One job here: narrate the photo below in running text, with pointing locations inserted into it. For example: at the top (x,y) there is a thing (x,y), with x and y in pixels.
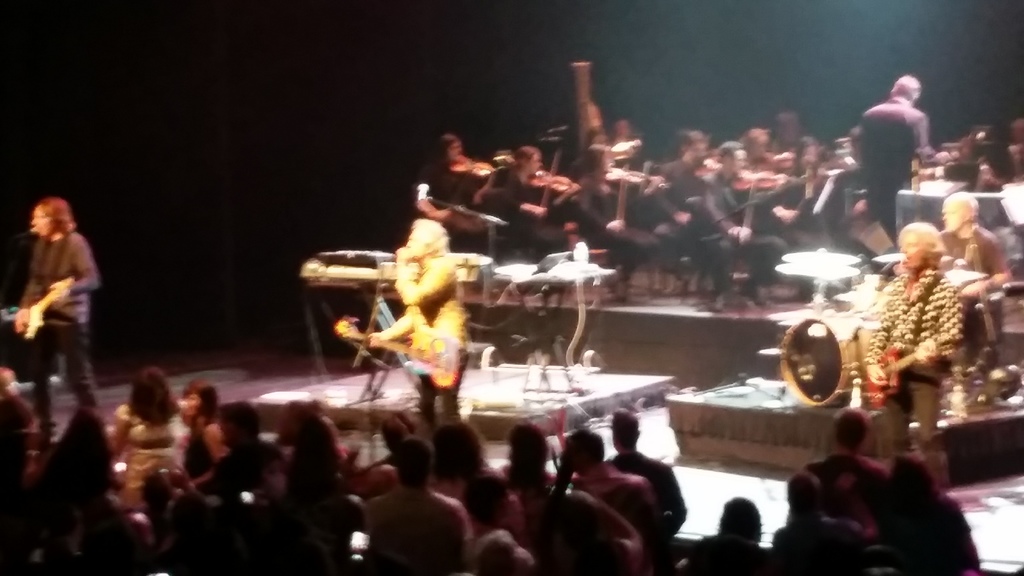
In the center of the image (452,298) a man (434,293) is standing and holding guitar (353,333), mic (413,262). In the middle of the image (370,328) we can see musical instruments (376,278). At the top of the image (589,169) we can see a group of people (665,187) are sitting and holding musical instrument (778,177) in their hand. At the bottom of the image (427,521) a group of people (431,535) are there. On the left side of the image (76,252) a man (72,232) is standing and holding a guitar (48,305) and singing and there's a mic (22,234). On the right side of the image (976,297) we can see some persons (923,316) and musical instruments (843,362).
